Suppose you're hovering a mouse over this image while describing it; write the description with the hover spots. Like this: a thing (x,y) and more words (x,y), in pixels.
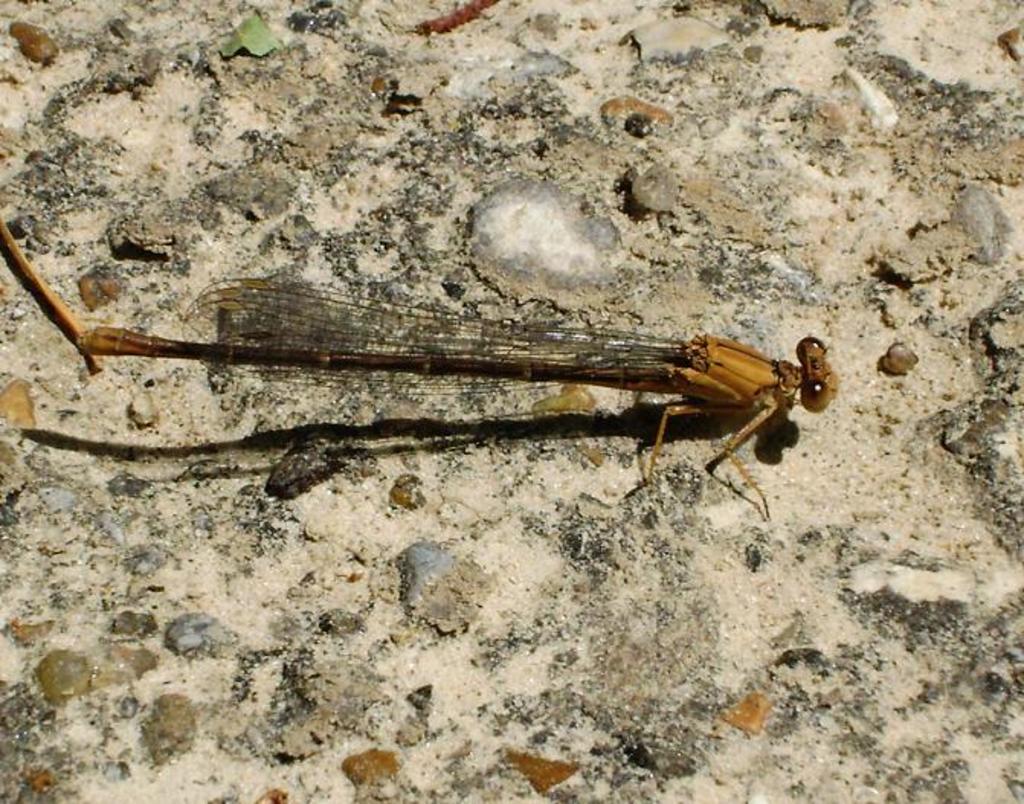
In the picture there is a dragonfly (577,348) represent on the floor (376,429).
